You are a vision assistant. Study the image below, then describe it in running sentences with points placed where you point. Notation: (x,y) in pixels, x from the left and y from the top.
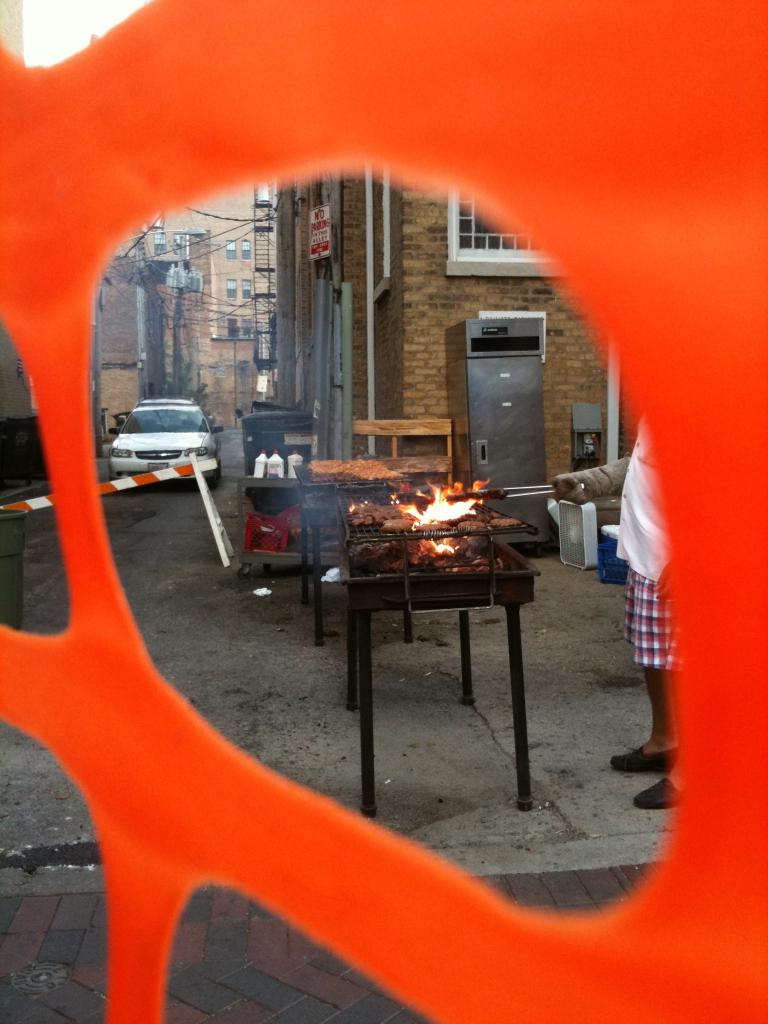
Here in this picture, through a design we can see a person (633,608) grilling meat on a barbecue grill (426,601) present in front of him on the road (446,650) and beside that we can see number of buildings (213,348) with windows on it and on the left side (197,441) we can see a car (193,426) also present on the road (227,451) and we can see the person (638,545) is wearing gloves (596,478) on his hands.
